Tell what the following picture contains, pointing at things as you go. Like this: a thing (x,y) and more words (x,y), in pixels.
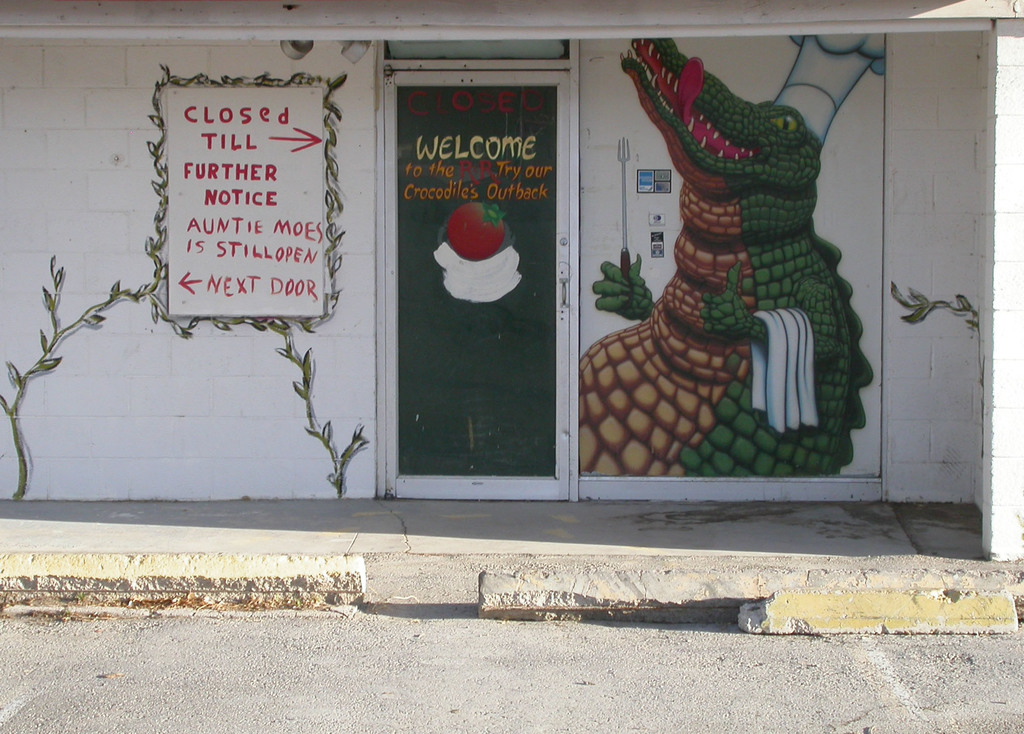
This is an outside view. At the bottom (364,656) there is a road (459,697). In the background (478,388) there a door (455,204) to the wall (348,149). On the wall (750,231), I can see some paintings (725,301) and text (259,226).
